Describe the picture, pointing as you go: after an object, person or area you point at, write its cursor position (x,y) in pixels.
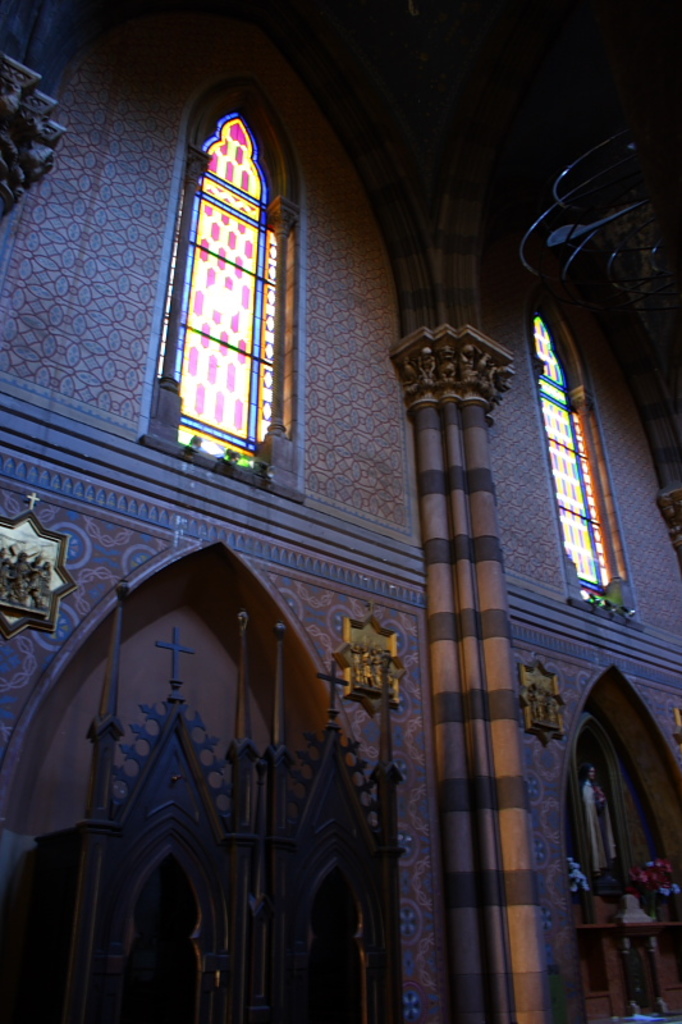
In this image we can see there is a building (342,708). The background (404,128) is dark.
